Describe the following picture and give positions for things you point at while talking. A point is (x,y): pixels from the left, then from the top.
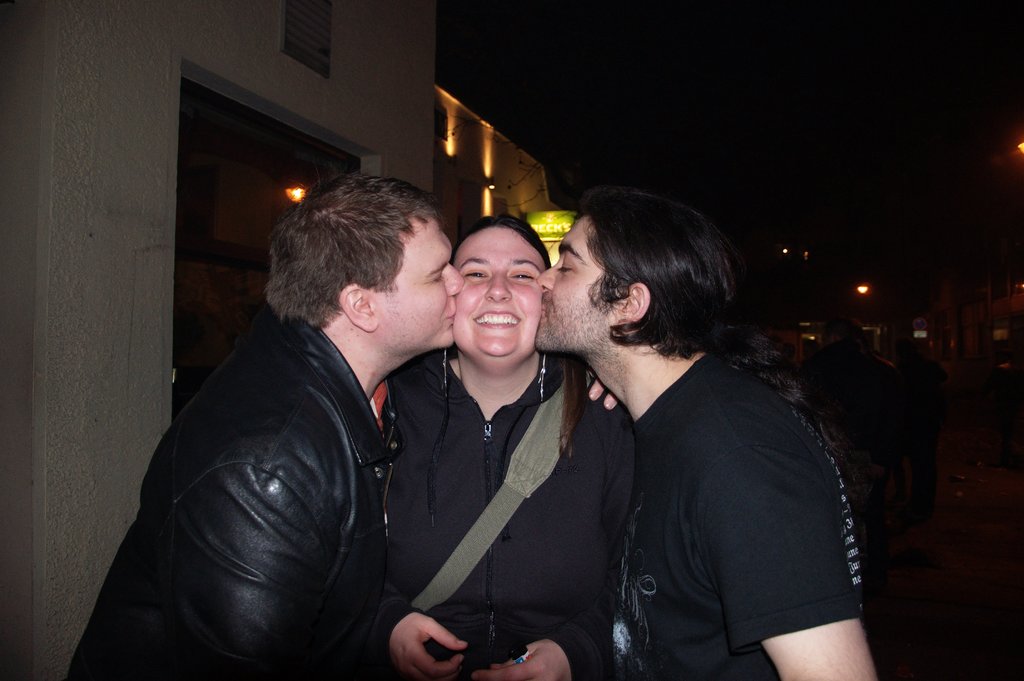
this picture two men (393,216) and a woman (574,441) both the men (661,384) kissing woman (515,342) on her cheeks (468,323) and we see a smile (503,324) on her face (491,339) we see couple of buildings (452,157).
